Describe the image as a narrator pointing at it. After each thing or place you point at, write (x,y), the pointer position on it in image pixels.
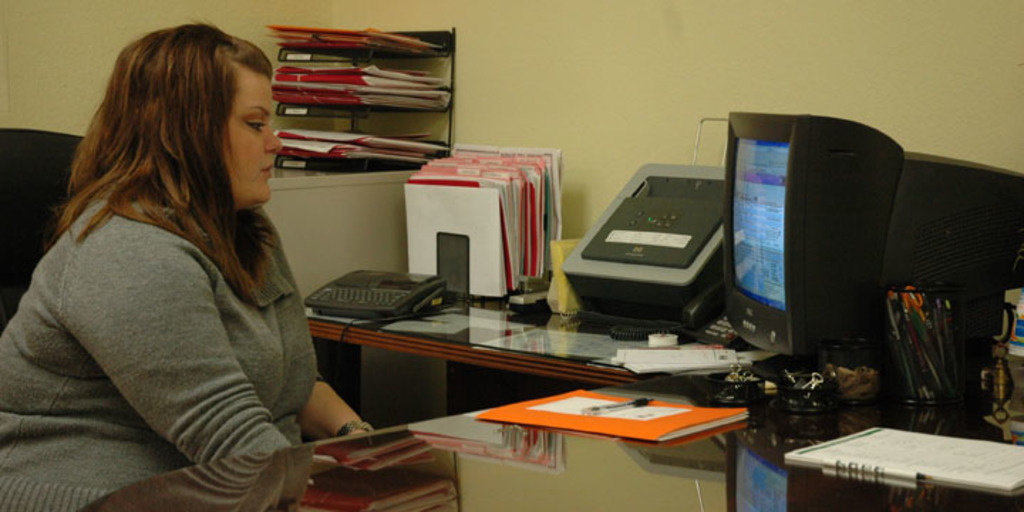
In this image there is a person (245,227) sitting on a chair (10,157). In front of her there is a table (707,432). On top of it there is a landline phone (443,295), books (512,256), computer (1008,266). There are pens (910,345) in a stand (900,387) and there are a few other objects (716,263). Beside the table (846,406) there are files (412,76) in the rack (403,43). In the background of the image (798,11) there is a wall (707,18).
